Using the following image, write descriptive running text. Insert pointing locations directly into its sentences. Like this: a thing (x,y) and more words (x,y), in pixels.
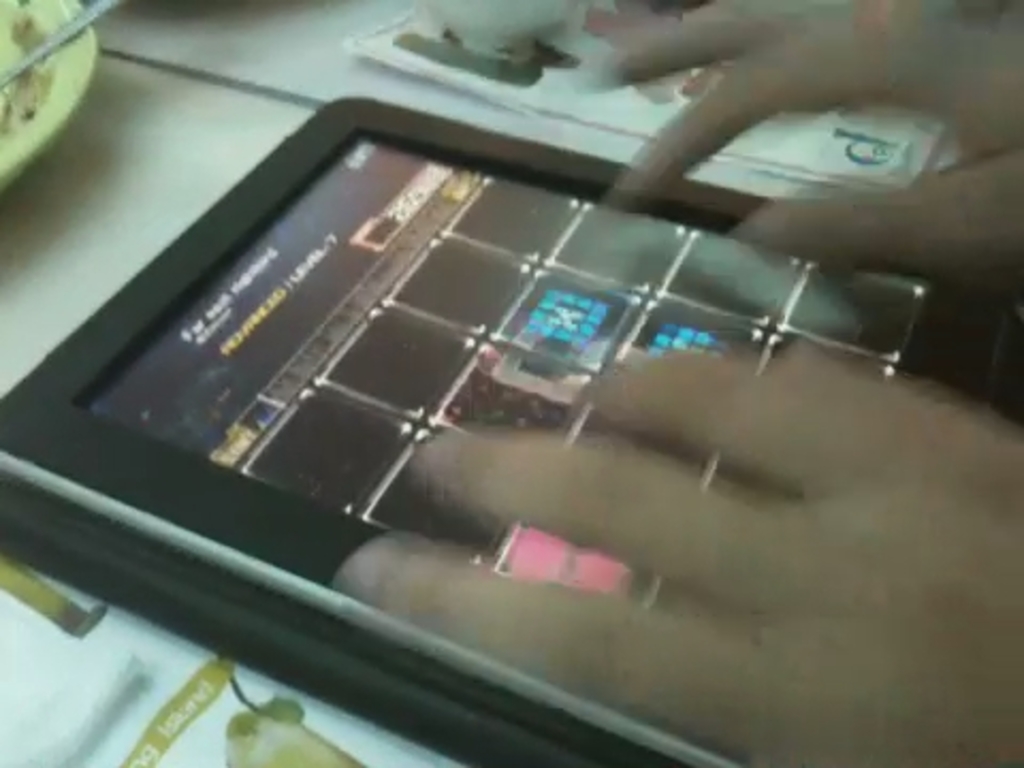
In this image I can see the iPad (204,489), papers (413,71) and some objects (413,71) on the white color surface (97,111). To the right (691,413) I can see the person's hands (679,613).
